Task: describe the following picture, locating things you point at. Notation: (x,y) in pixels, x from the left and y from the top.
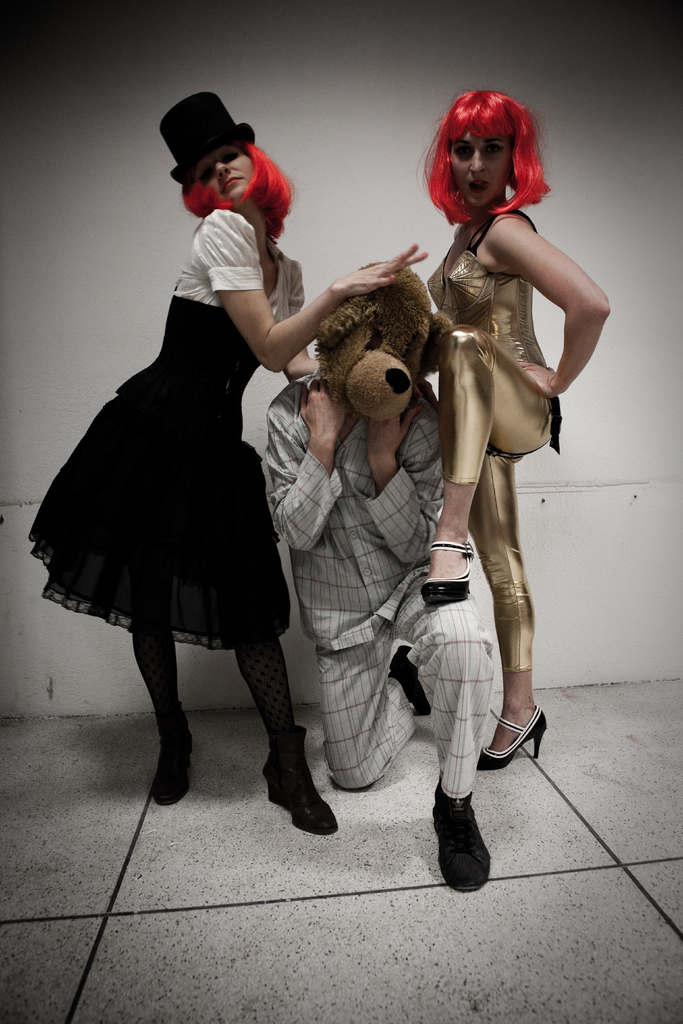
In this image I can see three persons (517,313), in front (388,298) the person (419,298) is wearing mask (401,298) which is in brown color and the person (486,395) at right (492,395) wearing brown color dress (489,395), and the person (194,462) at left (215,456) wearing black and white dress (180,468). Background (22,313) I can see wall (53,339) in white color.
